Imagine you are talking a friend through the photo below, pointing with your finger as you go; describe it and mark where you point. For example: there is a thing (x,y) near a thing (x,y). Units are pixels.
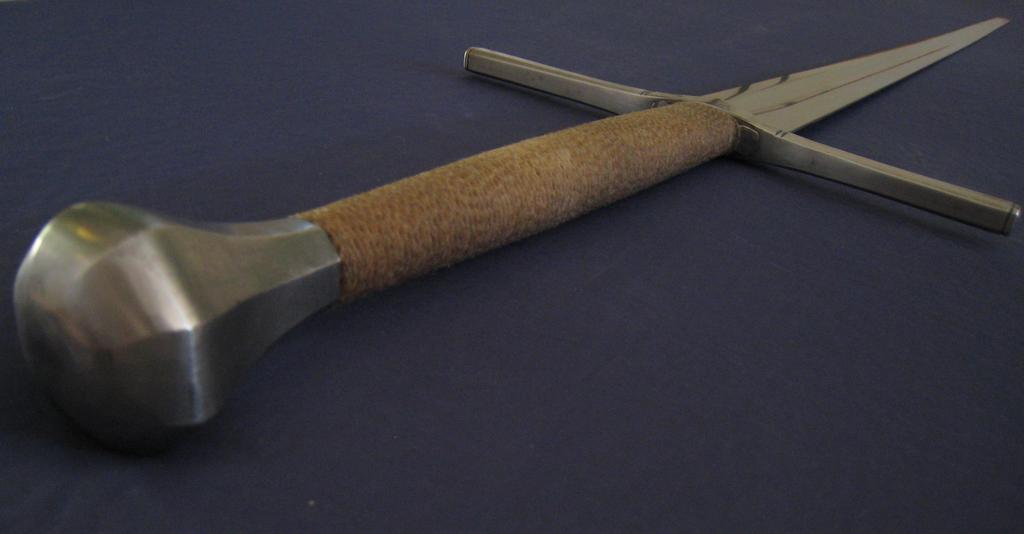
In the image there is a sword (688,131) on the floor (350,170).
